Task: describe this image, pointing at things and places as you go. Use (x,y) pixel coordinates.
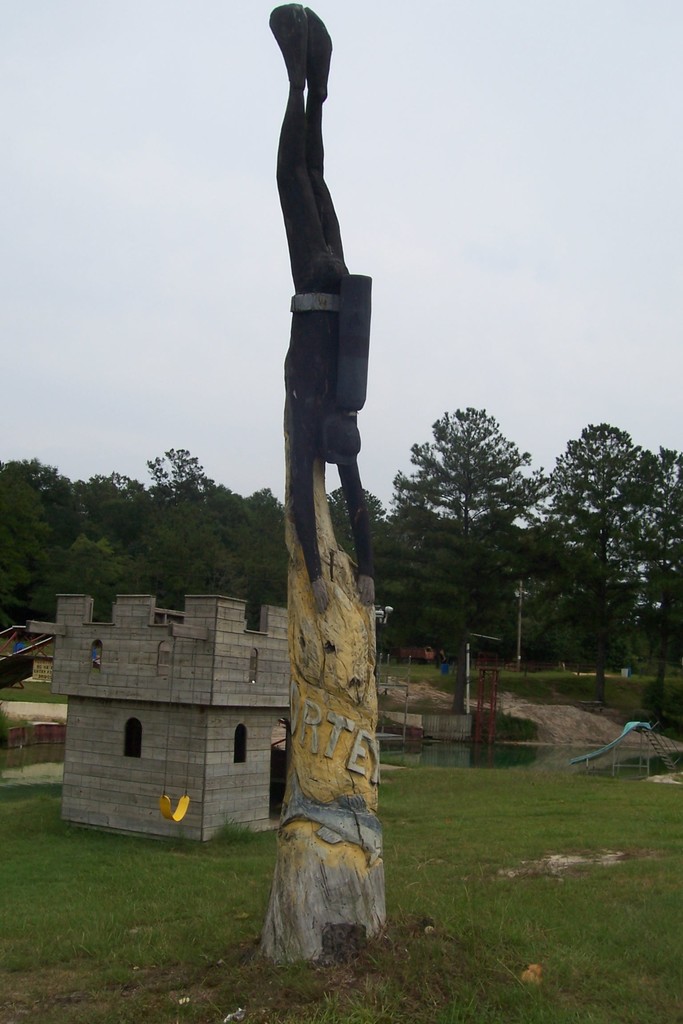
In this picture we can see a sculpture (301,926) on the ground (450,804) and in the background (617,619) we can see a shed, trees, sky (24,275) and some objects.
